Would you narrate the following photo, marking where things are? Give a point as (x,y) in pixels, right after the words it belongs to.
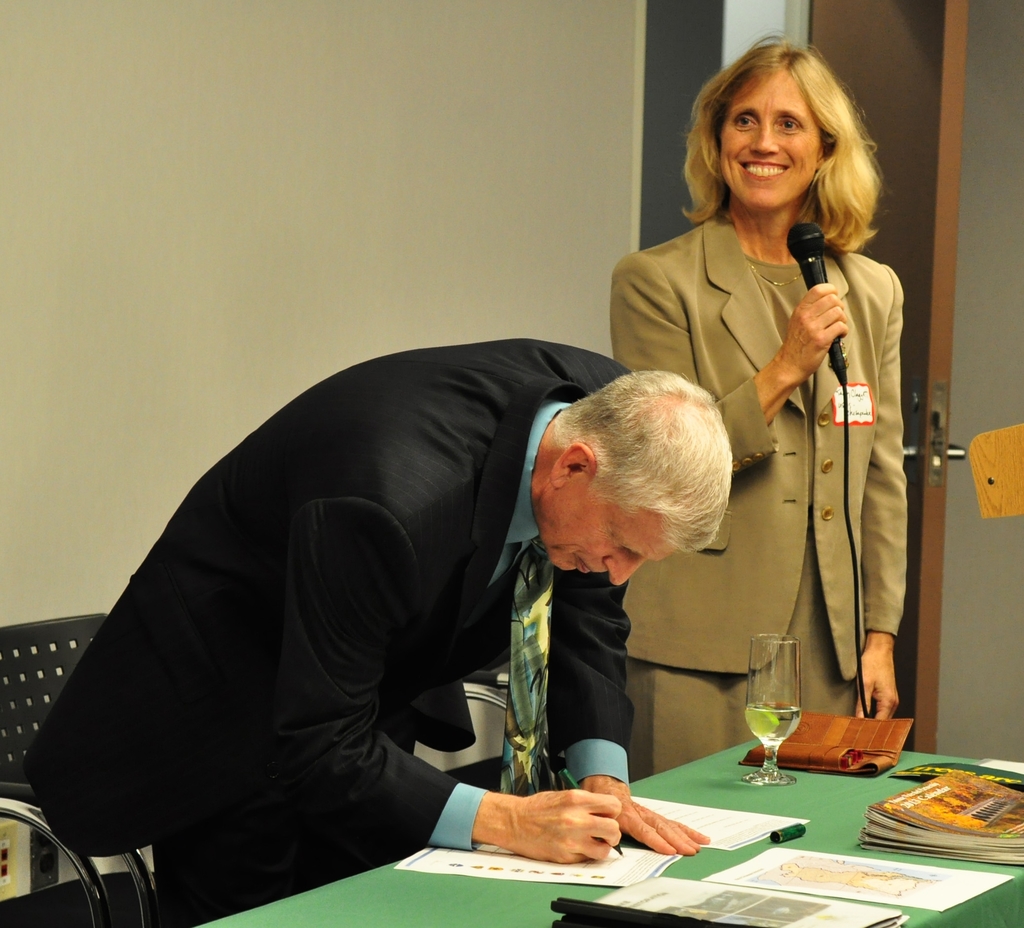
A person (322,559) wearing a black coat (371,573) is holding a pen (567,771) and writing. A woman (785,429) holding a mic (808,264) and smiling. Back there is a chair (33,824). On the front (424,894) there is a table (439,891). On the table (456,907) there are papers (804,857), books (882,832), pen top (777,840), glass (757,737) and a purse (855,744). In the background (334,263) there is a wall (457,150) and a door (948,148).
